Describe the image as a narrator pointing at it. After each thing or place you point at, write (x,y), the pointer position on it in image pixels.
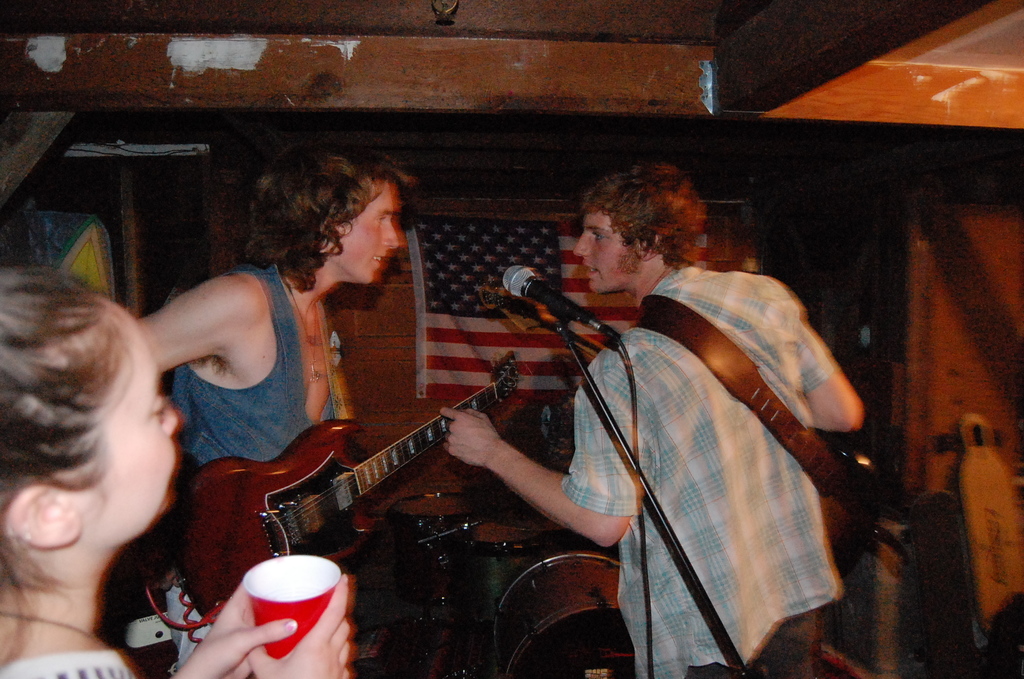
In this image, there is an inside view of a room (449,252). There are three persons (681,410) wearing colorful clothes (85,666). There is a person (281,321) who is on the left side of the image (322,315) wearing a guitar (286,502). There is a person (25,480) who is in the bottom left of the image (165,470) holding a cup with her hands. There is a mic (541,288) in the center of the image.
